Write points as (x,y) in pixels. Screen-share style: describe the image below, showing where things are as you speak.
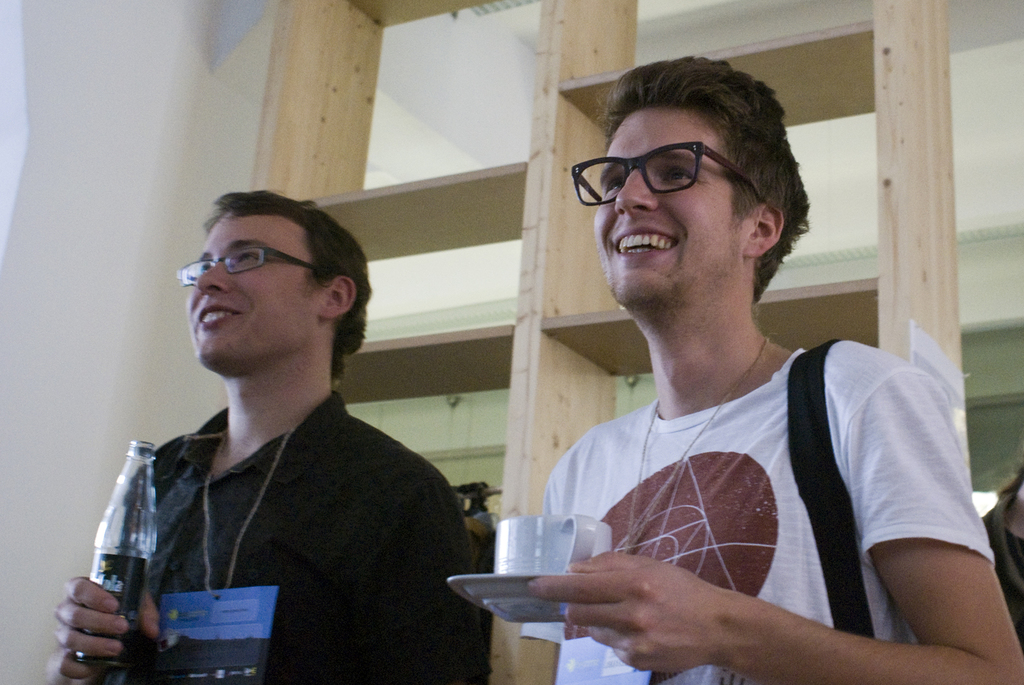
In this image there are two people (343,470) standing with a smile on their face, one is holding a cup (607,545) with a saucer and another one is holding a bottle (129,537), behind them there is a wooden structure (477,170) and a wall (162,224). On the right side of the image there is a person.
